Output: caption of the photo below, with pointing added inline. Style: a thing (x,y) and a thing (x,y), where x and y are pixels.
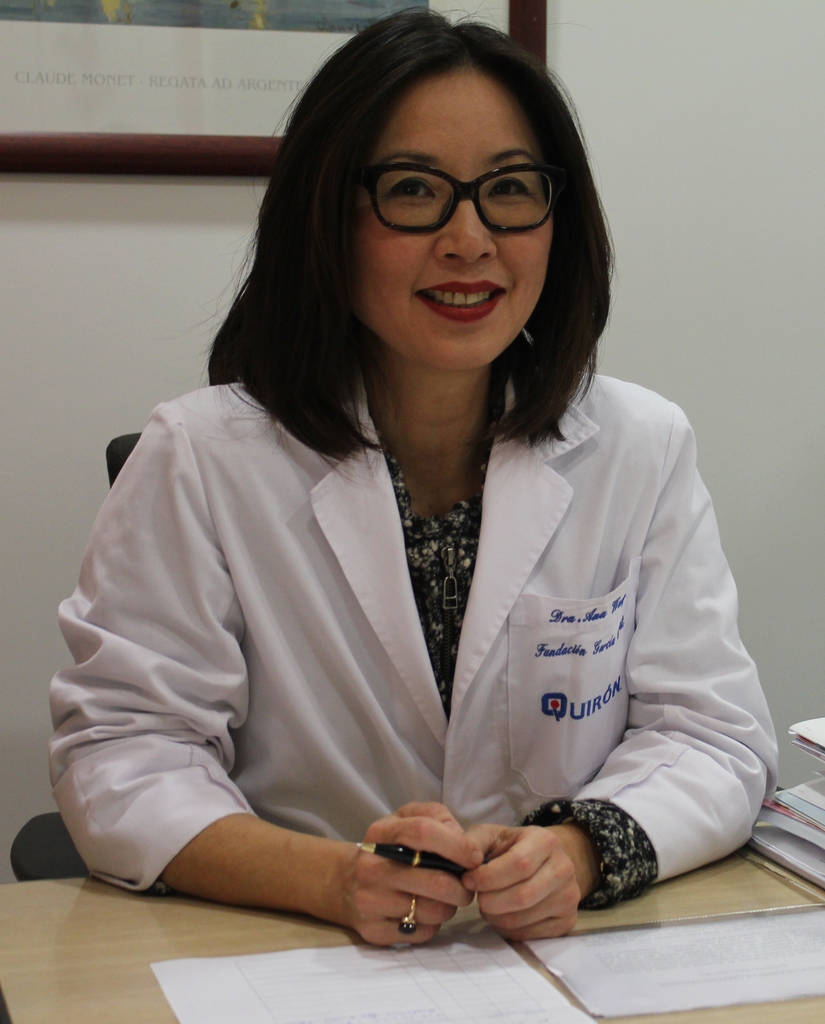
In the foreground of the picture (33,926) there is a table (635,962). On the table (594,980) there are papers (786,845) and books (812,781). In the middle of the picture (428,399) we can see a woman (246,527) sitting in a chair (111,471). At the top (160,67) there is a frame (246,59) and wall (679,232).
